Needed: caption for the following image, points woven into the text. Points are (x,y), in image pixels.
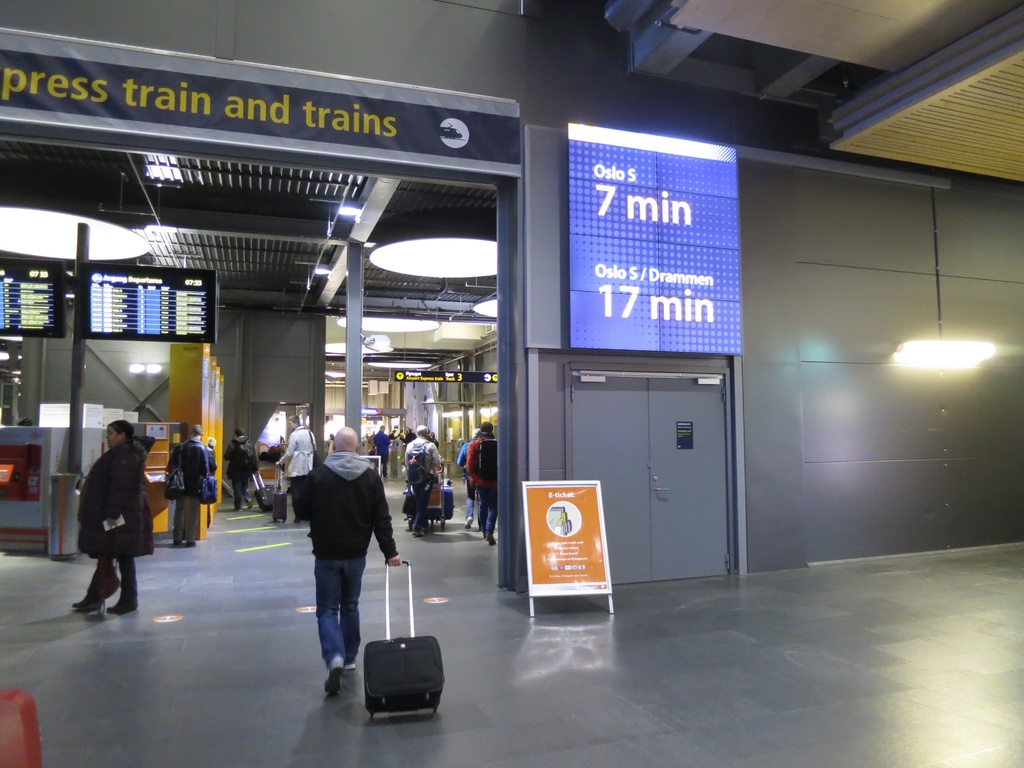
In this image in the front (335,536) there is a person (346,563) holding a luggage bag (395,687) and walking. In the center (485,475) there are persons (203,465) standing and walking and there are boards (594,535) with some text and numbers (622,290) written on it. In the background (361,376) there are persons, there are pillars (357,405) and lights (94,251).
